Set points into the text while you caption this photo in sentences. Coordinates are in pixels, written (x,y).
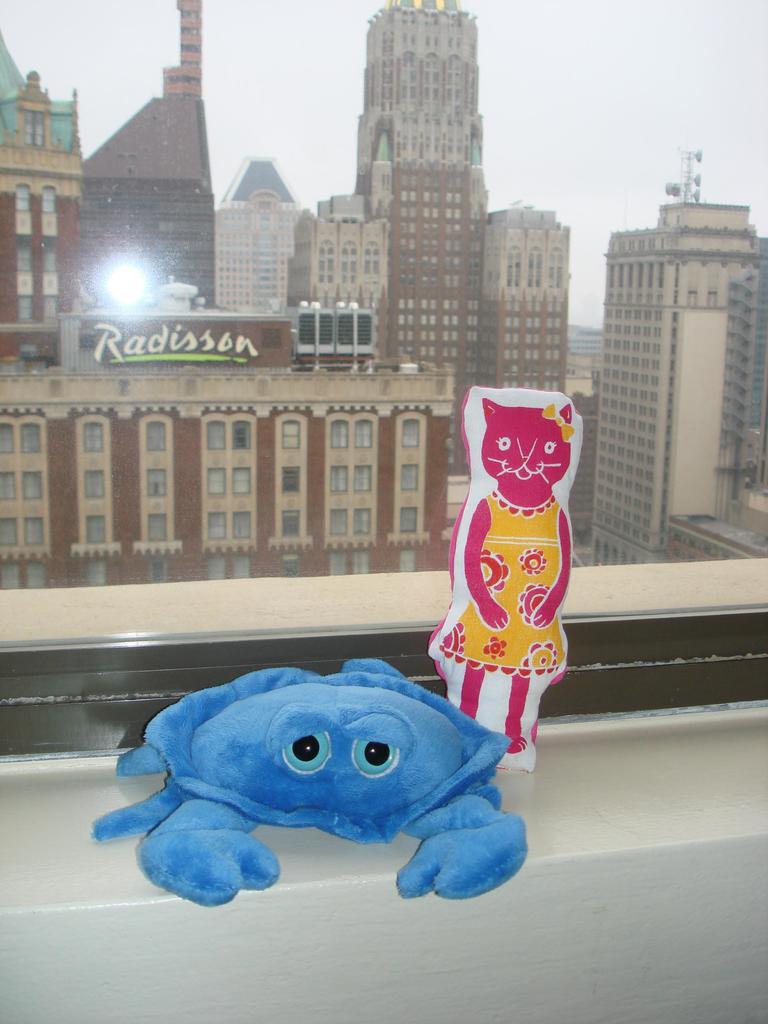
In this picture there are two toys (347,752) which are in pink and blue color is placed on the wall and there are few buildings (310,355) in the background (352,302).
